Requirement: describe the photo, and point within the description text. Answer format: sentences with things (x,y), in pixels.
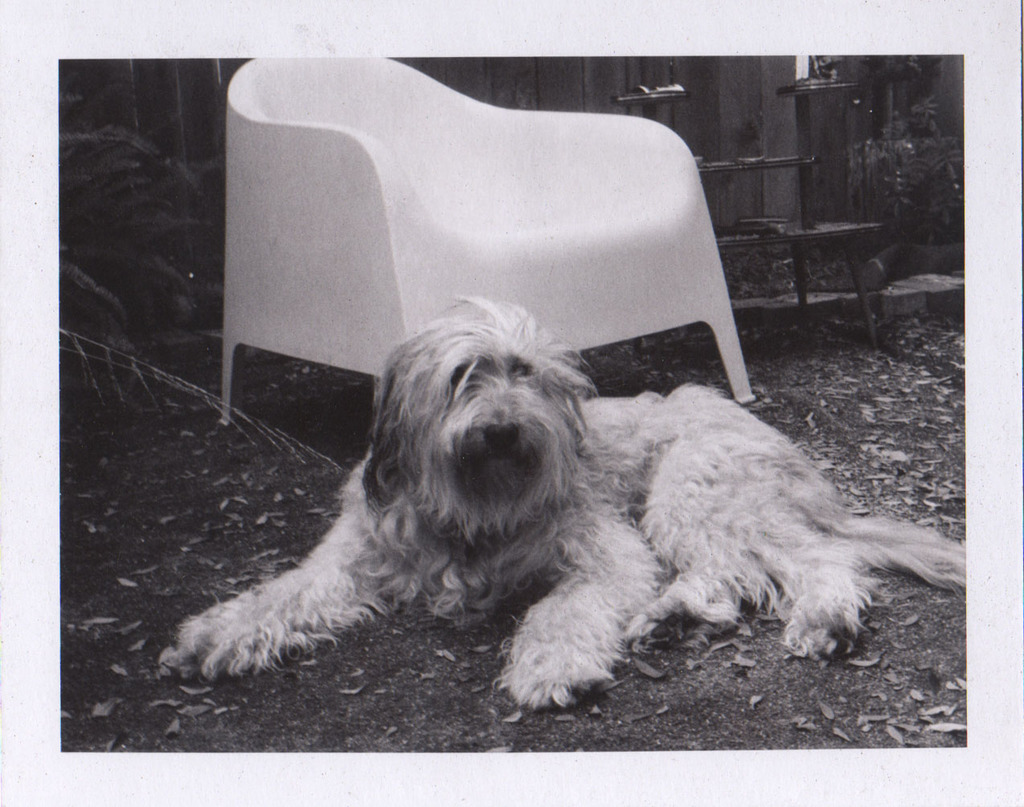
This is a black and white image. There is a chair (519,292) in the middle (651,292). There is a dog (618,567) in the middle (463,372).
